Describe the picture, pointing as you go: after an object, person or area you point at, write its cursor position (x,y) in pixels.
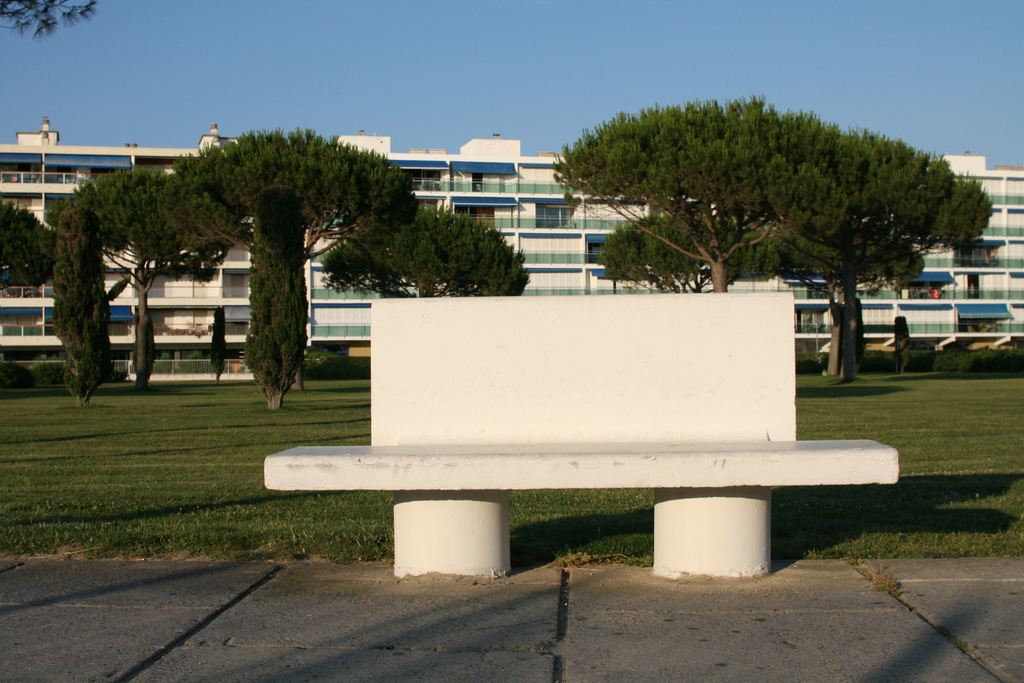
The picture is taken outside a city (556,223). In the foreground of the picture (314,526) there are bench (428,560), pavement (244,603) and grass (227,455). In the center of the picture (402,267) there are trees (398,279) and plants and buildings (36,189). Sky (521,80) is clear and it is sunny.
